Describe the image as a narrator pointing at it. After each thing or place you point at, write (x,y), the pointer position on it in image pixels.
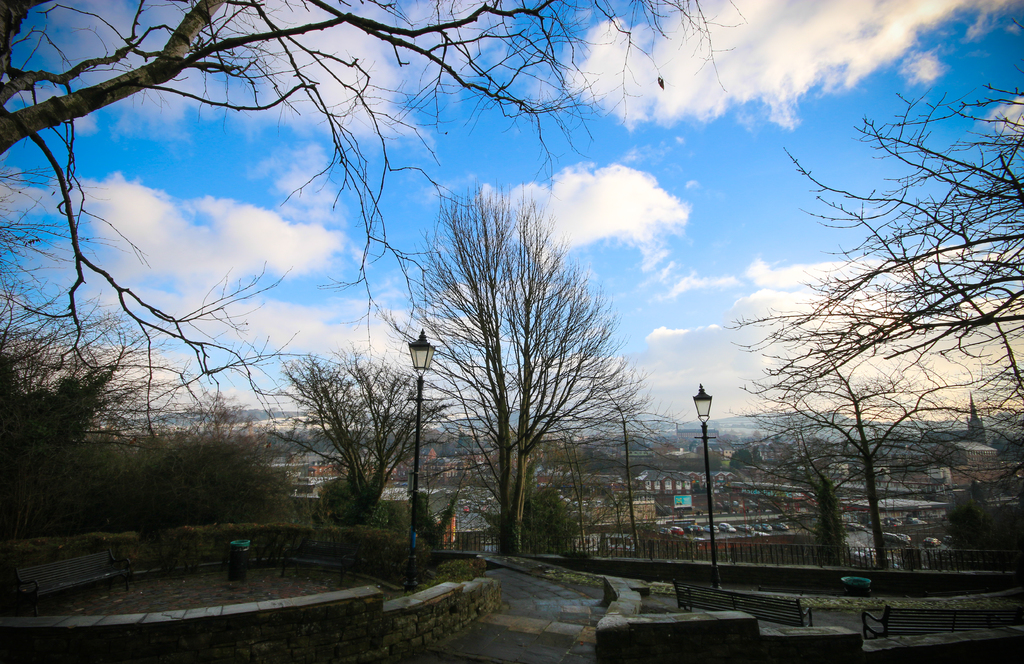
In this image I see number of trees (407,423), path (527,597), benches (801,619) and I see 2 light poles (707,437) over here and in the background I see number of buildings (683,432) and the sky (426,262) which is of white and blue in color.
